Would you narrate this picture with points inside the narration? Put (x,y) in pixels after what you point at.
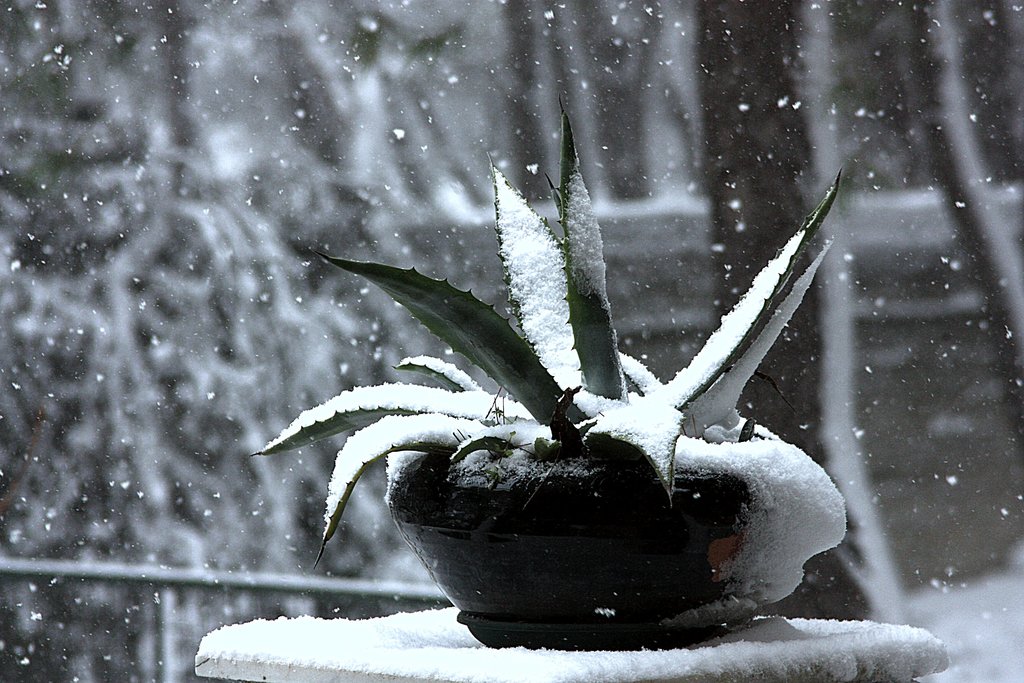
In this image we can see a plant (526,309). There is a snow (469,645) in the image There are many trees (867,113) in the image.
